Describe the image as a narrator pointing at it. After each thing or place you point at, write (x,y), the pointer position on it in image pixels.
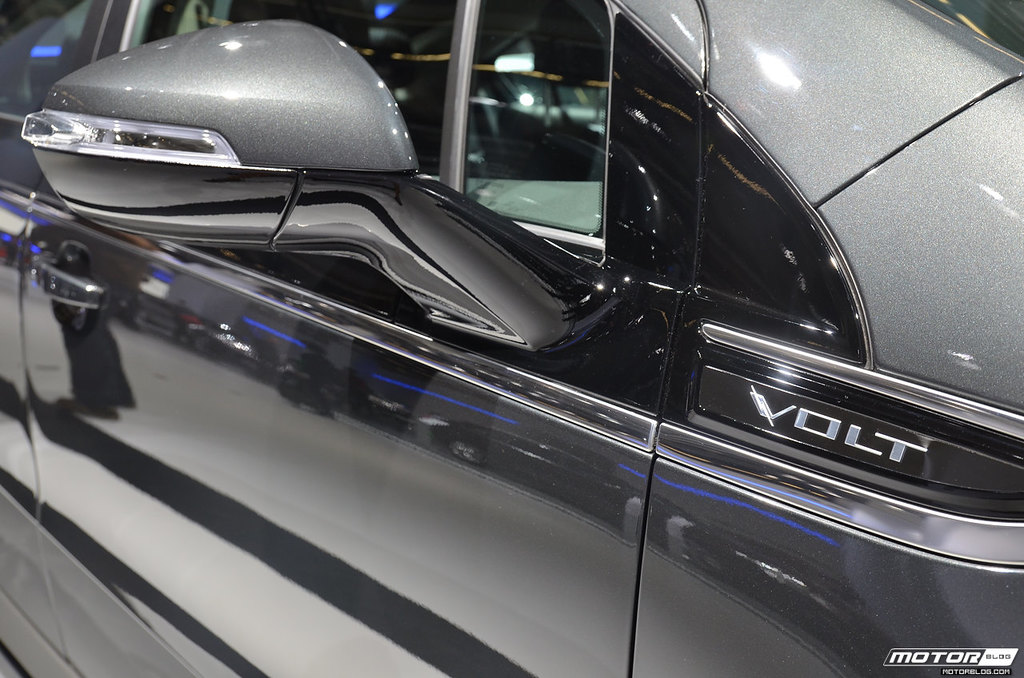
In the image there is a car (354,309) with door (144,2), mirror (306,202) and also there is a name (769,420) on the car (827,448). In the bottom right corner of the image (983,651) there is something written on it.
